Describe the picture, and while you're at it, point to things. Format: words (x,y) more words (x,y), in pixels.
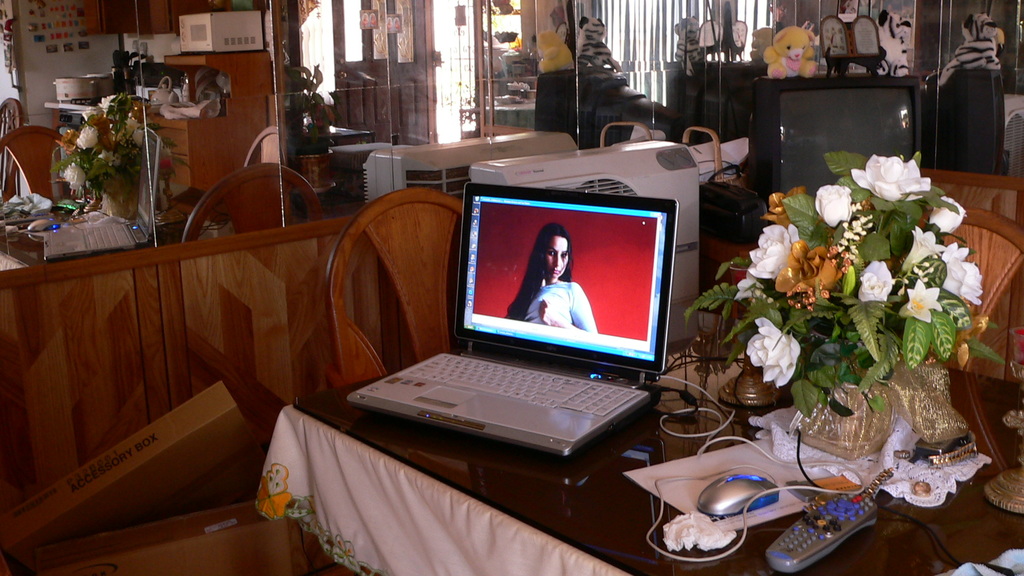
In this picture we can see a table (521,530). On the table (502,463) there is a laptop (541,384), mouse (737,484), remote (798,563), and a flower vase (904,372). Here we can see a television (829,144) and there is a toy (777,54). And this is chair (423,340). And here we can see the reflection (399,82) in the mirror (384,97).
